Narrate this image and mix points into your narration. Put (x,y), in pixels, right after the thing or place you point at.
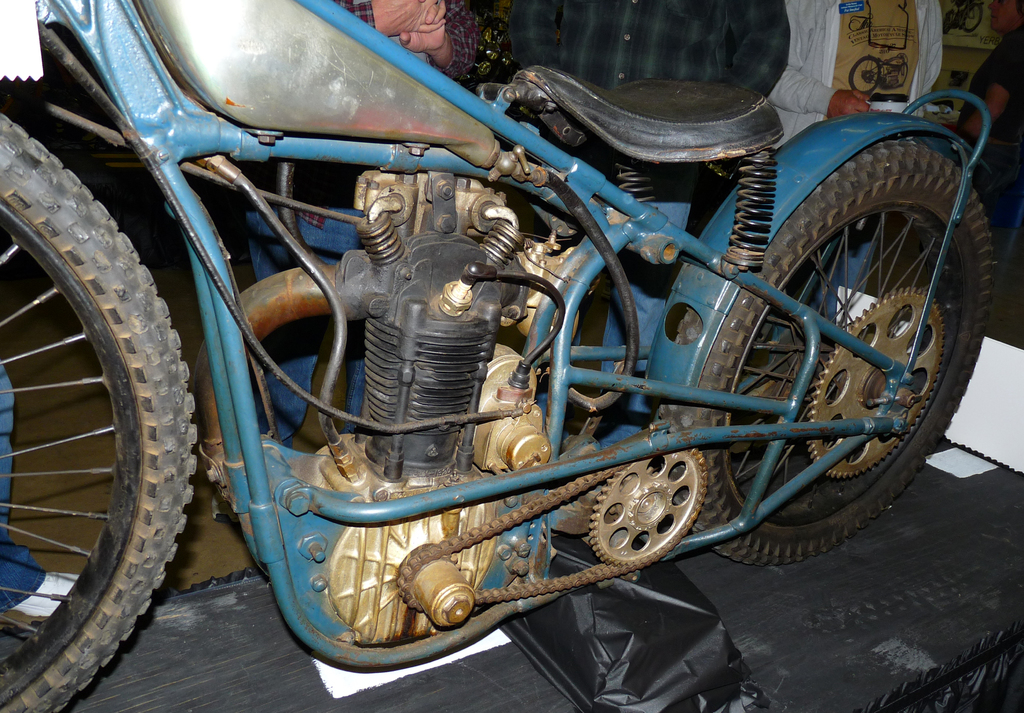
In this image we can see a motorcycle (535,187). Behind the motorcycle (706,122) we can see a few people (756,85). In the top right (952,51), we can see a wall (949,59). On the wall (949,67) we can see a poster (965,32) of a bike (957,8). At the bottom (539,617) we can see a black object (586,642) looks like a plastic bag (611,640). On the left side (3,411), we can see the legs (3,411) of a person (13,392). On the right side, we can see a white object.
